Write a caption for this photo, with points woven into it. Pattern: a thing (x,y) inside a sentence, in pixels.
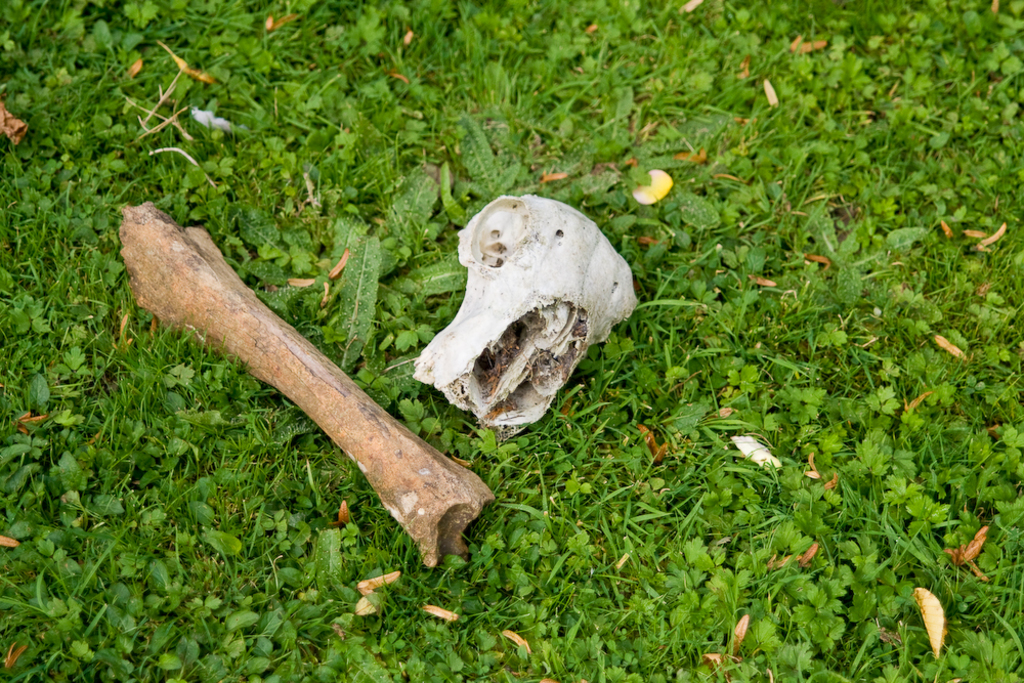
This image is taken outdoors. At the bottom of the image (781,577) there is a ground (783,571) with grass (745,397) on it. In the middle of the image (524,280) there are two bones (565,346) on the ground (422,412).
